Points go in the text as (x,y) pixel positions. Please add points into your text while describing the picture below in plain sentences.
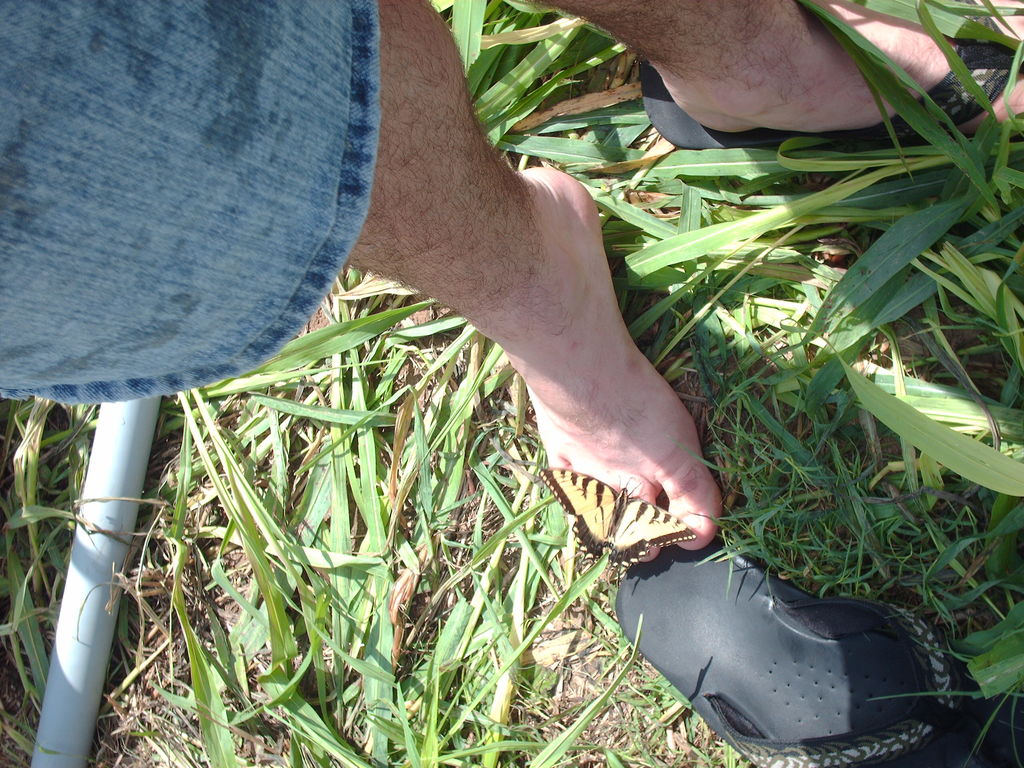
In this image I can see on the left side (99,528) it looks like a pipe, on the right hand side (761,602) bottom there is the slipper (789,662). In the middle (654,385) there is a butterfly (604,492) on the human leg (608,344). There is the grass (676,375), in the top left hand side (128,130) there is the cloth (147,223).
